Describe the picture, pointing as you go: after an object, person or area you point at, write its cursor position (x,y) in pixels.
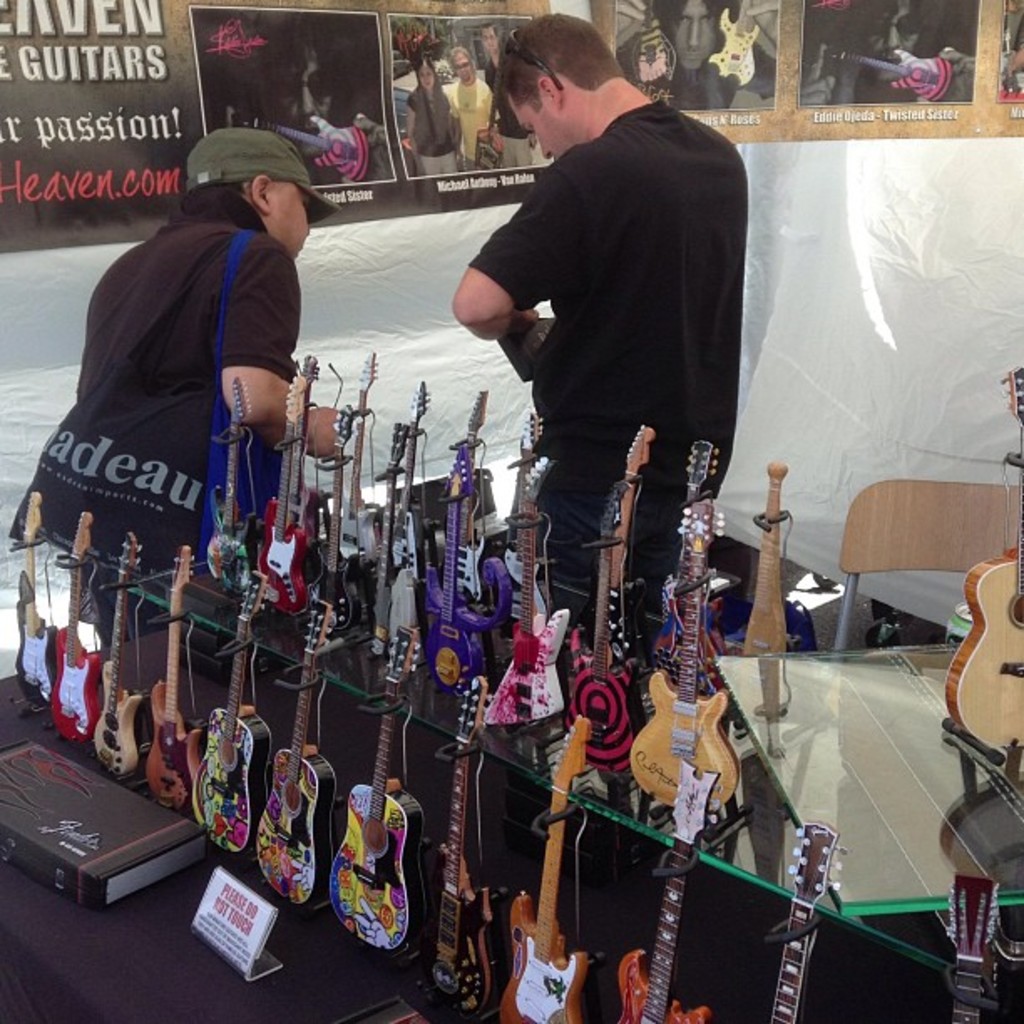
In this image, two peoples (601,385) are standing. One is wearing a cap (231,175) on his head (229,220). In the center of the image (450,519), there are so many musical instruments (378,930) are placed on a table (327,932). Left side (100,828), we can see book (93,847) and name board (222,939). The background (174,117), we can see some banners (640,61).
